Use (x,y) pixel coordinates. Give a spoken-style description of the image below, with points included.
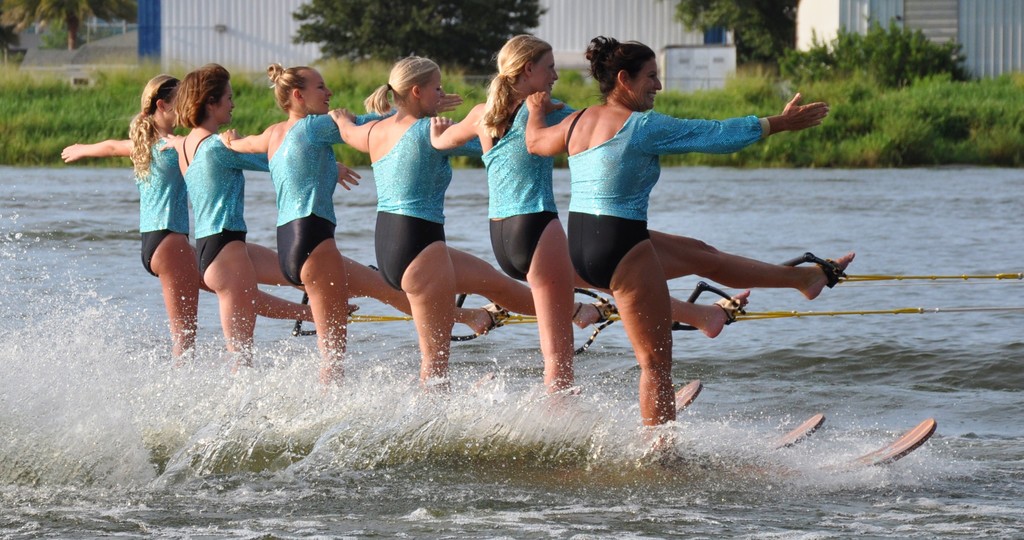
In this picture, we see six women (385,291) in blue dress (499,143) are in the water (613,347). I think they are standing on water skis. They tied one of their legs (721,281) with the rope (807,263). In the background (739,100), we see the grass (937,126) and the trees (75,26). We even see buildings (261,60).
